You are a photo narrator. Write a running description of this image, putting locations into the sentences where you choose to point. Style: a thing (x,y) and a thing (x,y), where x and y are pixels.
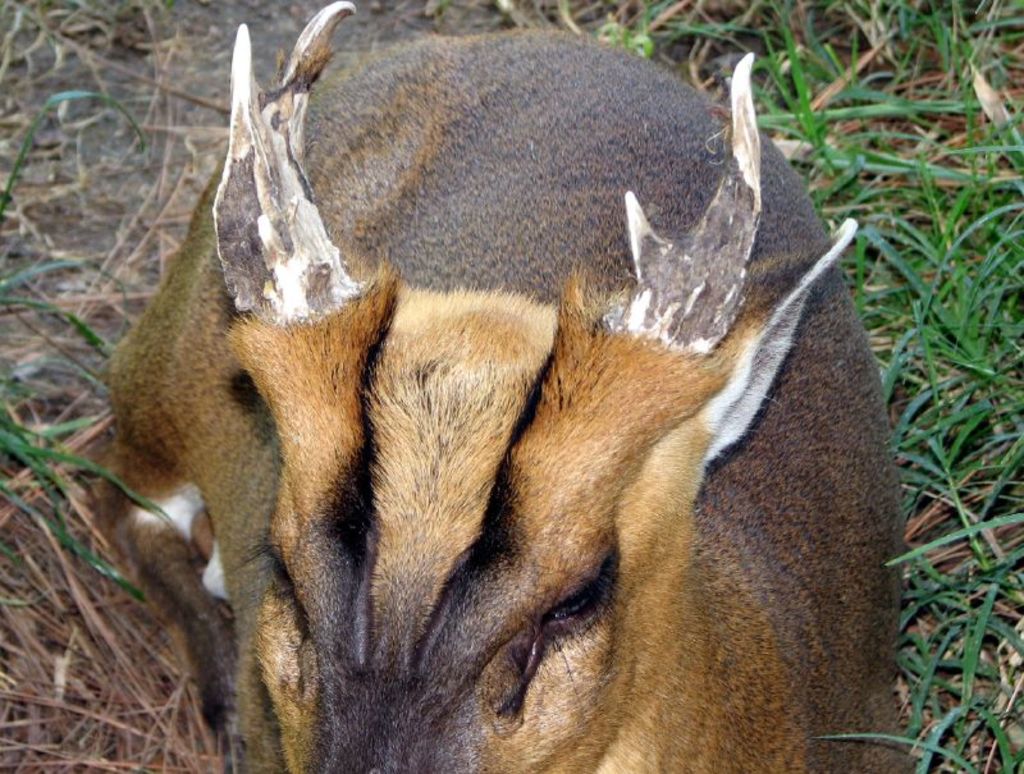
In the image there is an animal (486,445) in the foreground (535,457) and around the animal (818,506) there is grass (917,425).
